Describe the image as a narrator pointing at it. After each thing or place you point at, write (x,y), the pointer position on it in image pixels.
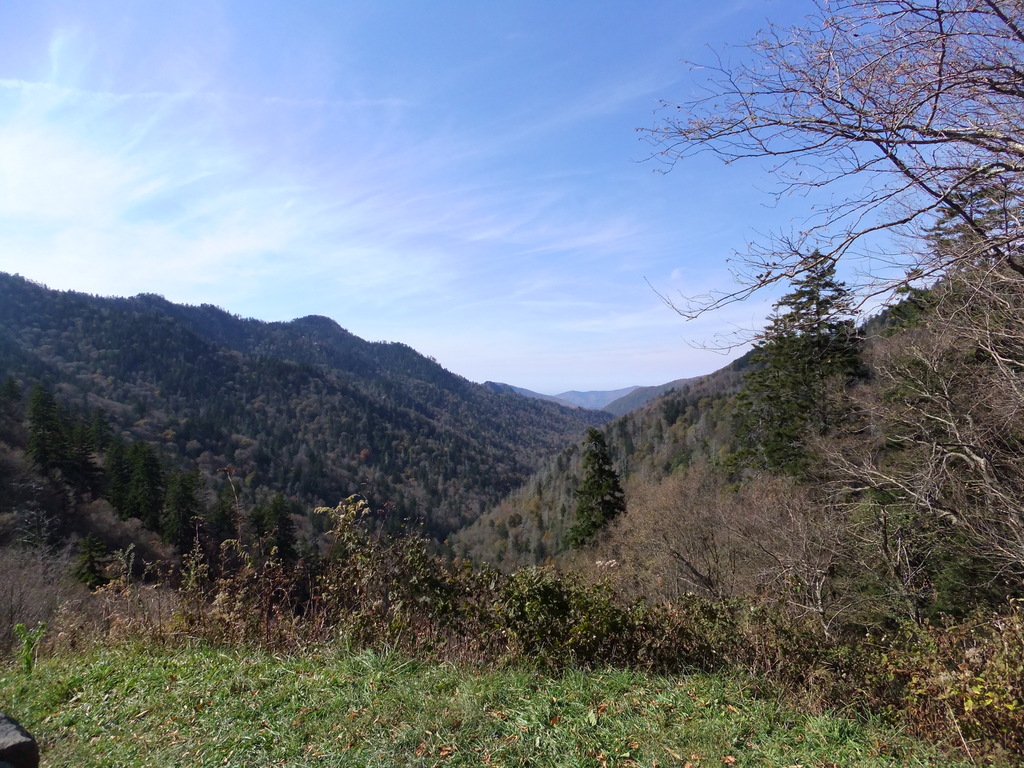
In this picture we can see mountains (575,436) and in front of the mountains (166,429) we have grass (262,648), trees (841,613) and above the mountain (104,336) there is sky (383,214) with clouds (310,242).
